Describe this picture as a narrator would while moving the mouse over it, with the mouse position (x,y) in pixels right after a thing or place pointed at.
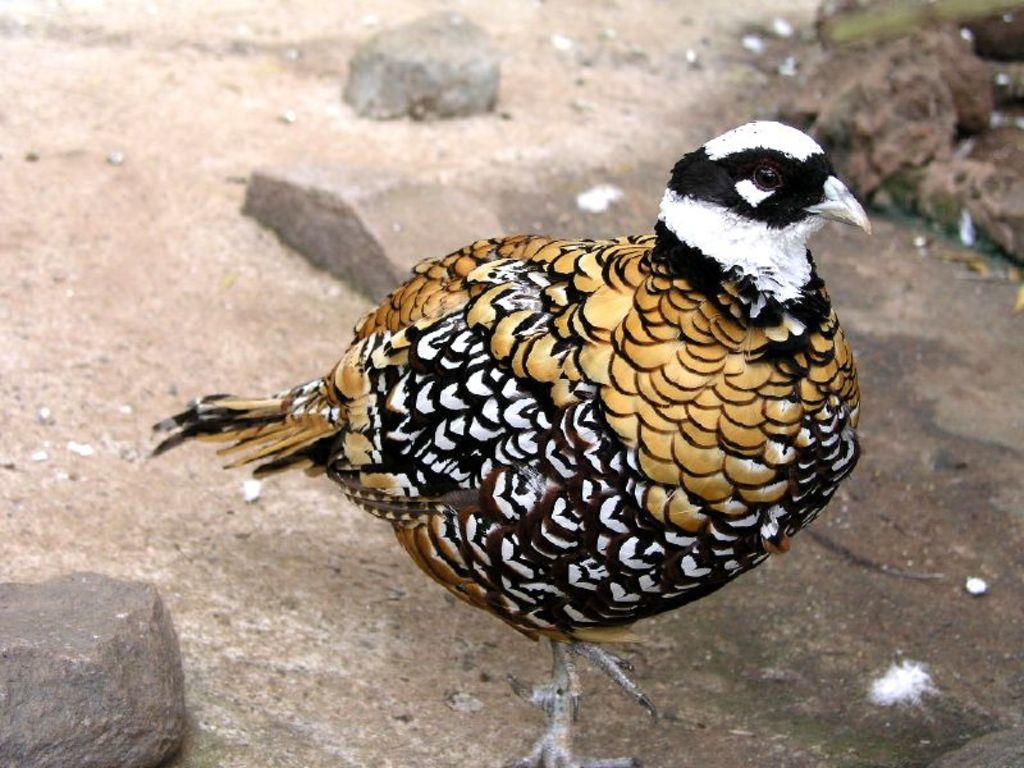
In this picture there is a bird (663,411), beside that I can see some stones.
